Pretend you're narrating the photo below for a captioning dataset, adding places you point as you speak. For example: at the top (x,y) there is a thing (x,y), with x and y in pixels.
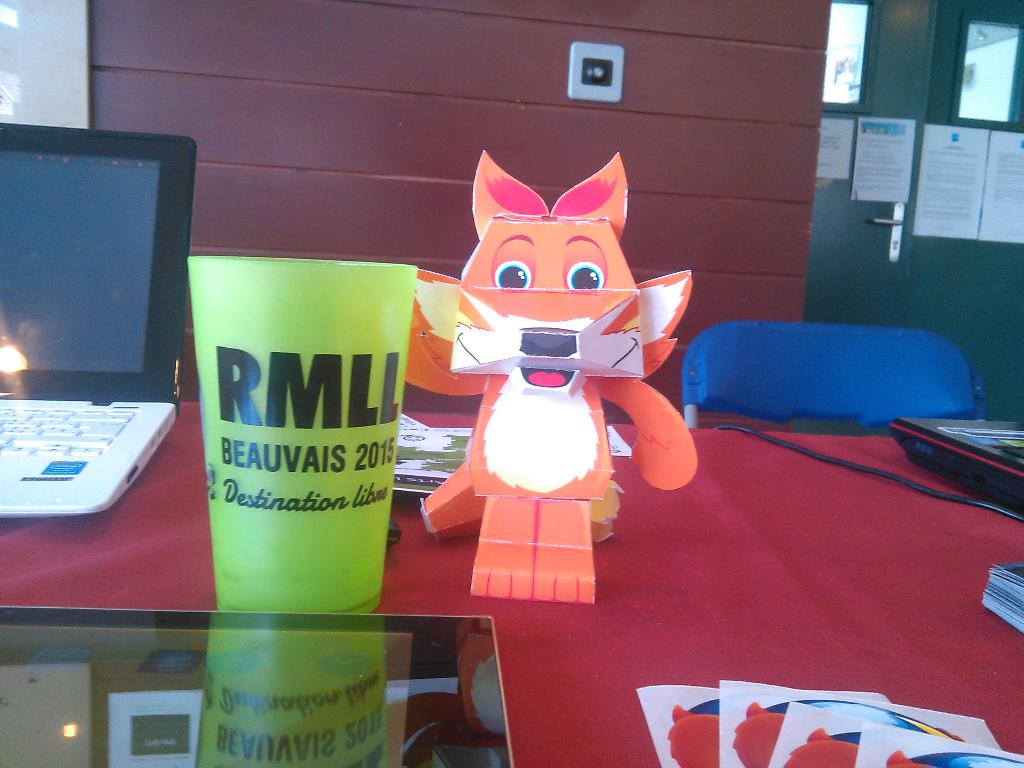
There is a table (745,601) which has a red cloth (710,611) on it and there is a laptop (95,422) and some other objects (483,444) on it.
